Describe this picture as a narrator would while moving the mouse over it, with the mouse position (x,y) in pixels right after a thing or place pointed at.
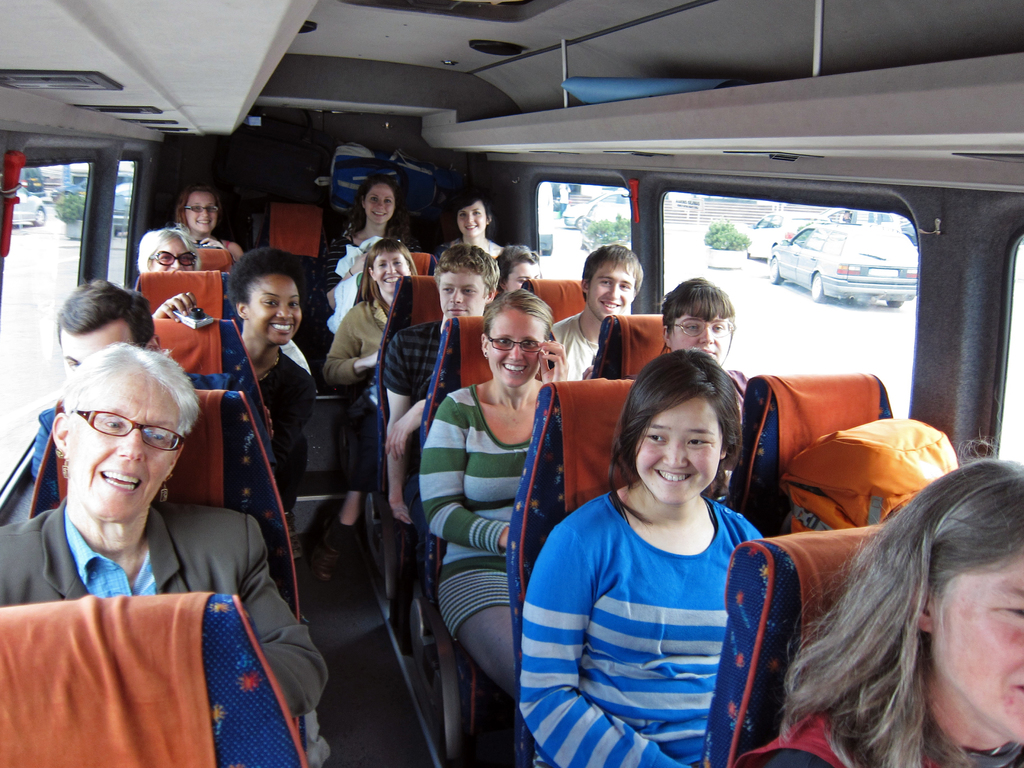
In this image we can see men (481,251) and women (753,526) are sitting inside a bus (652,64). We can see cars (782,235) and plants (723,236) on the road (758,297) through the windows (761,295) of the bus (102,201).
